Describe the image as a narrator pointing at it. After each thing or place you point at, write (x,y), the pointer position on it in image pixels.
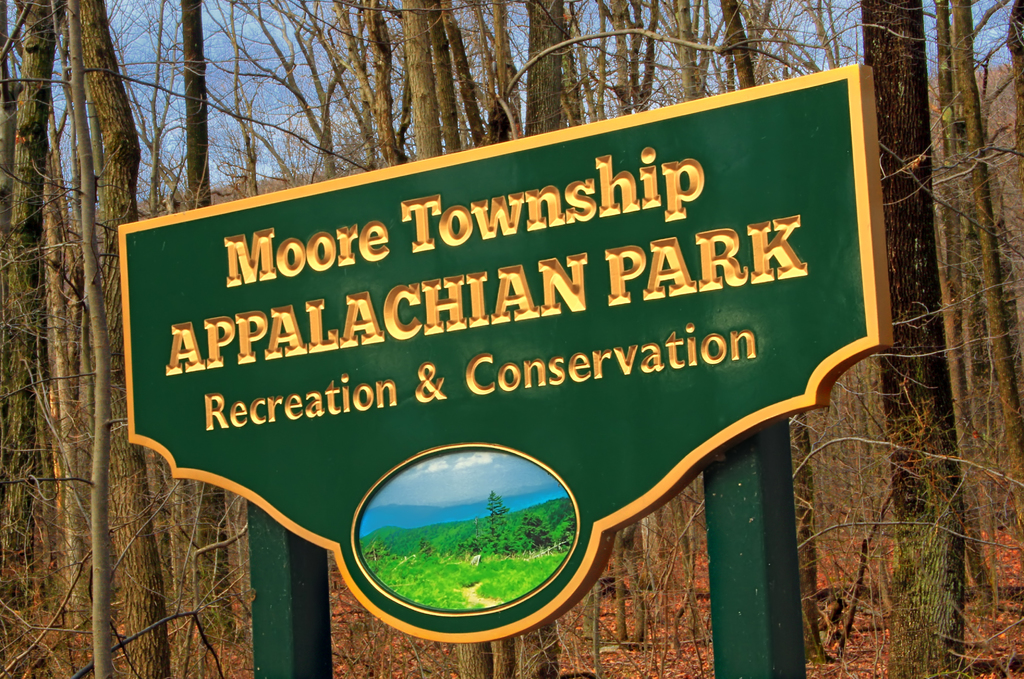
In this picture there is a sign pole (469,229) in the center of the image (509,303) on which it is written as '' appalachian park'' and there are trees (900,122) in the background area of the image (118,125).
